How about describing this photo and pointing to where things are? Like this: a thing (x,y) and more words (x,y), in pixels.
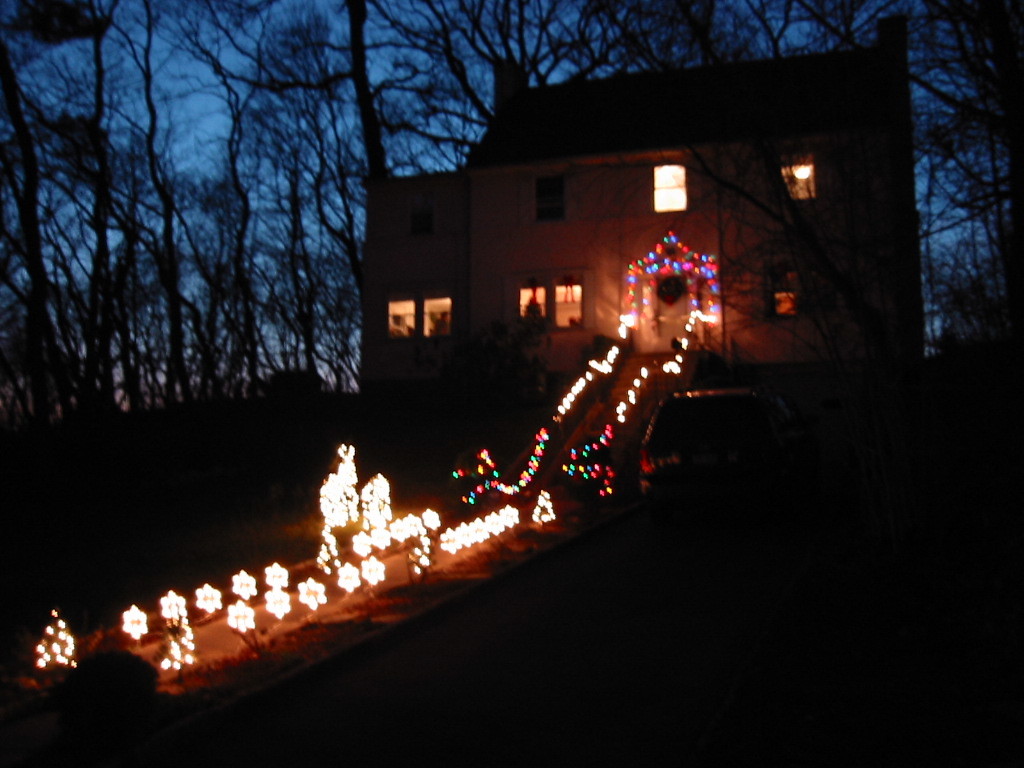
This image consists of a building (822,393). In the middle (653,265), we can see the lights (187,629). In the background (159,232), there are trees (102,264) and sky (171,167). And the bottom is dark.
